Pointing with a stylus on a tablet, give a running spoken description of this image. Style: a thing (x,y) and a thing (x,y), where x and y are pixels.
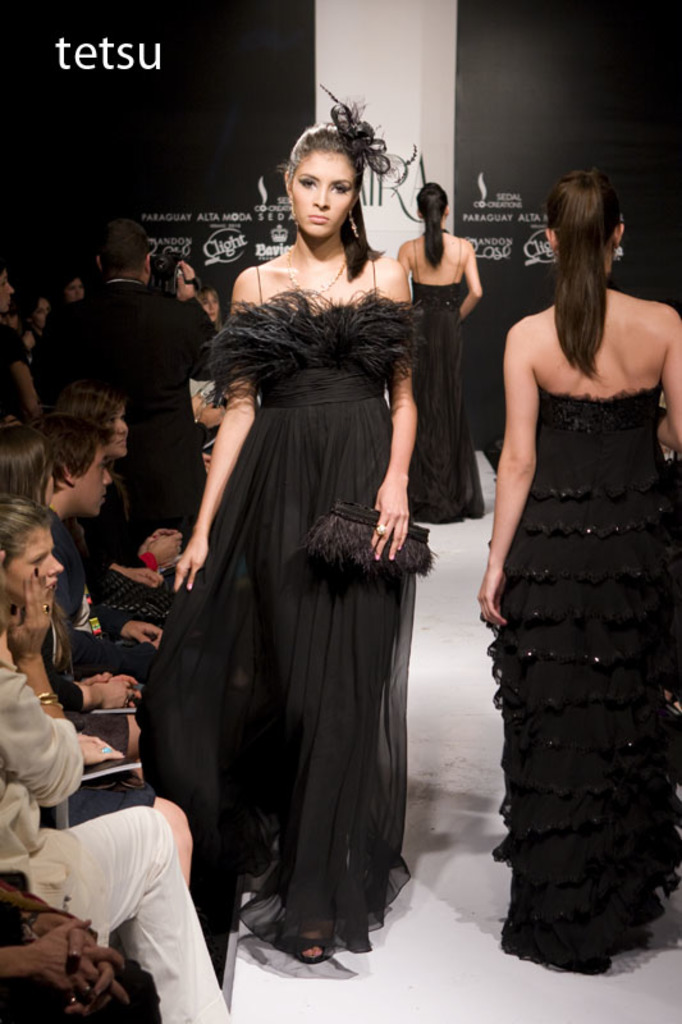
In this image we can see three girls (476,479) are doing ramp walk by wearing black color dresses (401,596). Left side of the image (74,441) people (66,592) are sitting and watching the show. Background of the image (550,94), black color banners (591,135) are there.
